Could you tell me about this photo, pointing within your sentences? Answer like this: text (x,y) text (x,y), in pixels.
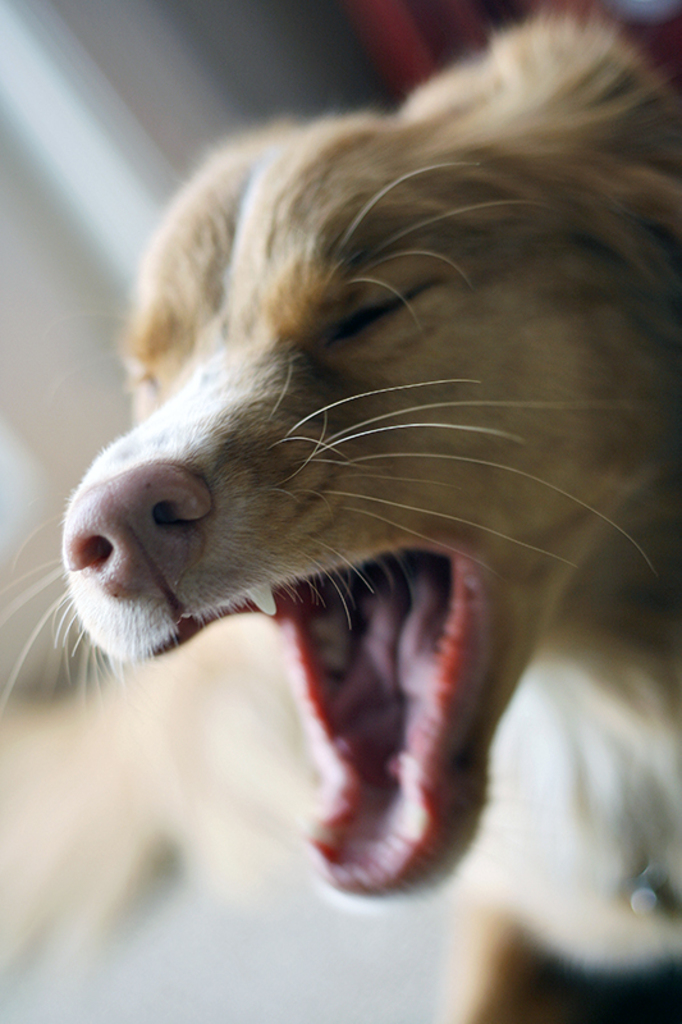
In this picture, we see a dog (512,546). It is opening its mouth (413,879). I think it might be barking. In the background (91,160), we see a wall (150,177) in white color. It is blurred in the background (206,145).
